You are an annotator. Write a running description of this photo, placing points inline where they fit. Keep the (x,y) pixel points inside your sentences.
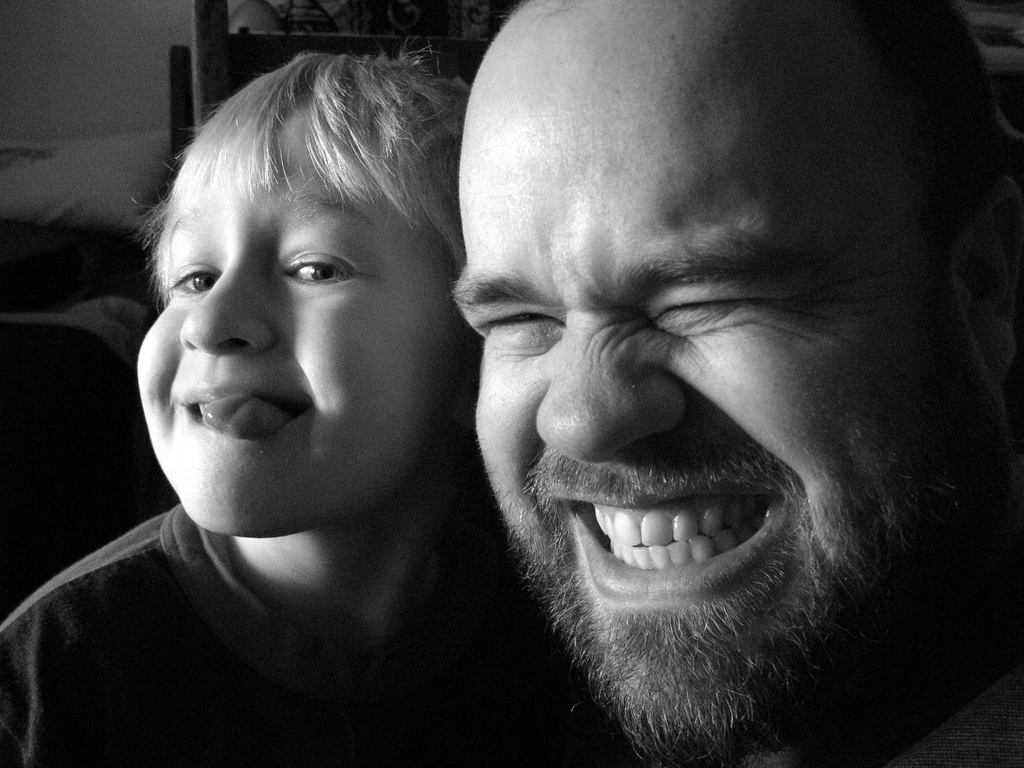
This is a black and white image of a man (788,503) and a child (404,412). Man (659,508) is smiling and the child (212,432) is keeping the tongue (217,415) outside.
